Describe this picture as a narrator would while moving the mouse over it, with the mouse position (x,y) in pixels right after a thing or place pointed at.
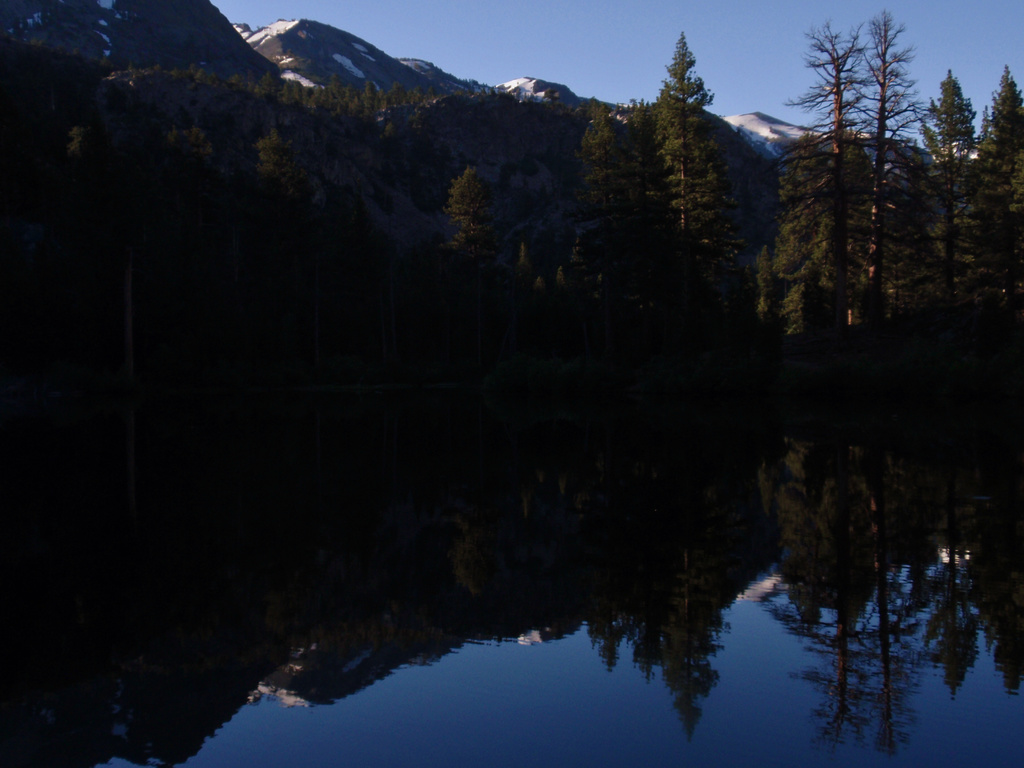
Here we can see water (692,469). Background (717,182) there is a mountain (304,32) and trees (278,232). On this water (637,514) there is a reflection (619,463) of trees (341,272). Sky (254,18) is in blue color.
